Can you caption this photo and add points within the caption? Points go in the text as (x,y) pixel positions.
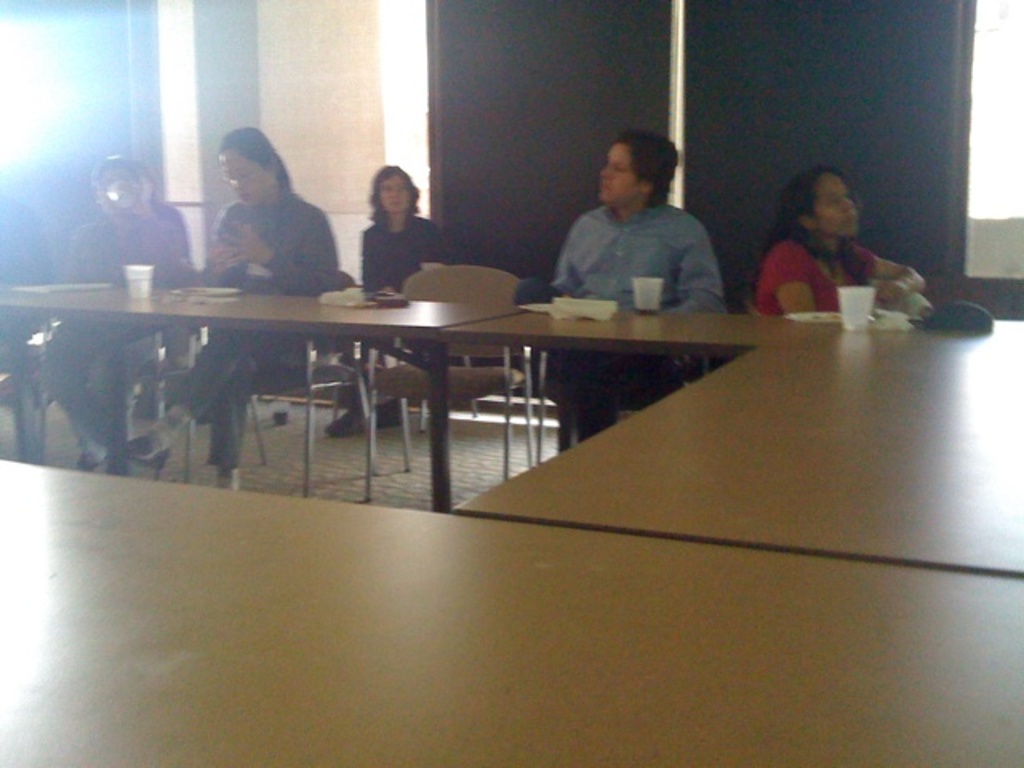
This is the picture of five people (818,267) sitting on the chairs (40,337) in front of desk (877,334) and on the desk (705,396) we have some glasses (134,270) and tissues (889,324).
